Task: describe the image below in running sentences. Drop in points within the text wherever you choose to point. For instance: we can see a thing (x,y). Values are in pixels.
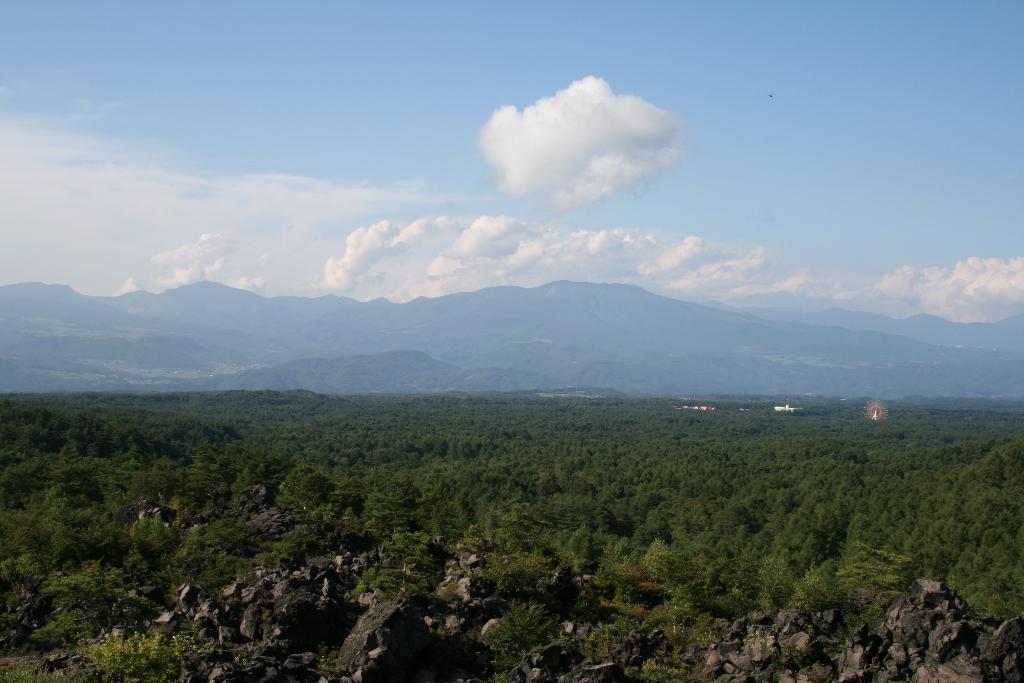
In this image at the bottom (481,522) there are some trees (528,525) and rocks (435,568), and in the background (450,352) there are mountains (850,364) and also there are some buildings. At the top (409,139) there is sky (752,167).
